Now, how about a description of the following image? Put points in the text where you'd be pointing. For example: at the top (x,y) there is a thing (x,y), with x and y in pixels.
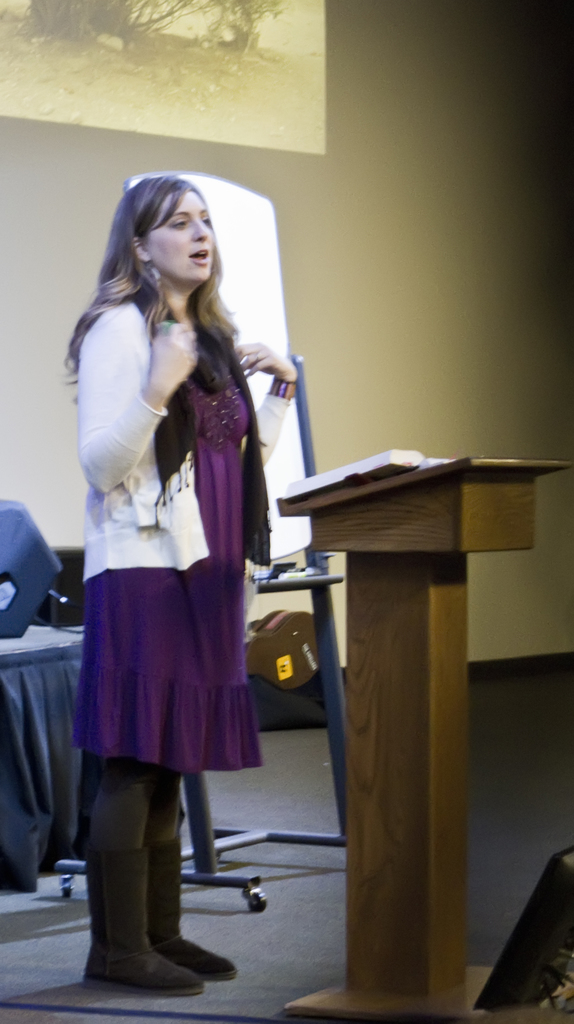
A lady (78,407) with white color jacket (118,436) and violet color dress (238,502) is standing in front of the podium (366,492). On the podium (389,491) there is a book (381,466). Behind her there is a table (47,633). Beside her there is a board (277,272). And in the background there is a screen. She is standing on a stage (258,999).
